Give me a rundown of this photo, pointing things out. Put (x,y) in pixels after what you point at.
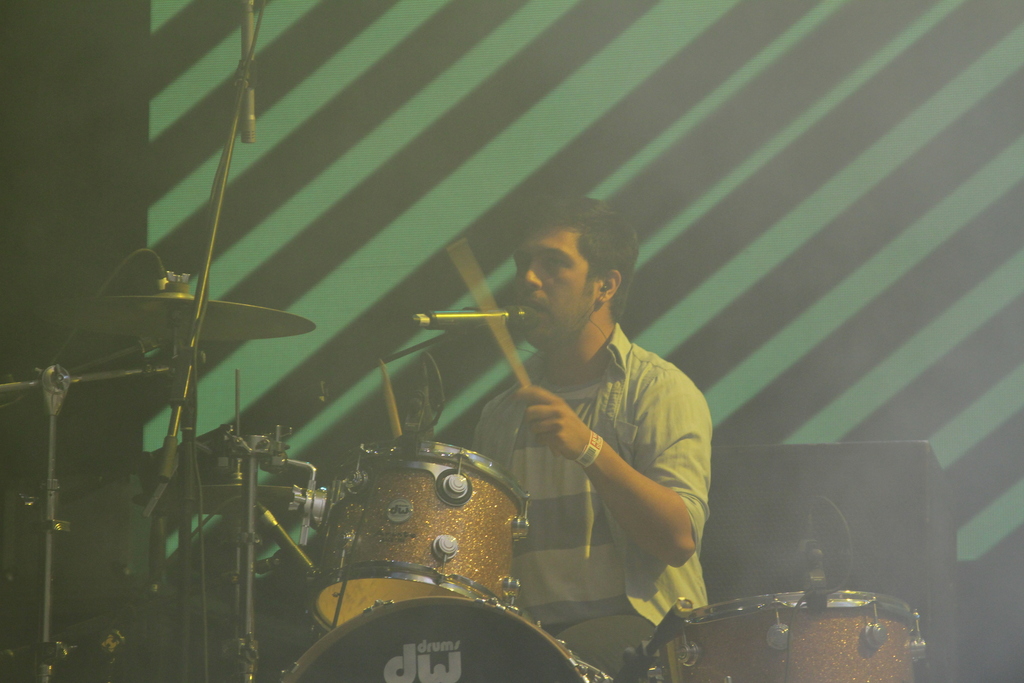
In this image we can see a person (552,403) playing jazz, and singing, there are some mics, behind him there is a speaker (853,527), and the background (519,134) is black and green in color.
